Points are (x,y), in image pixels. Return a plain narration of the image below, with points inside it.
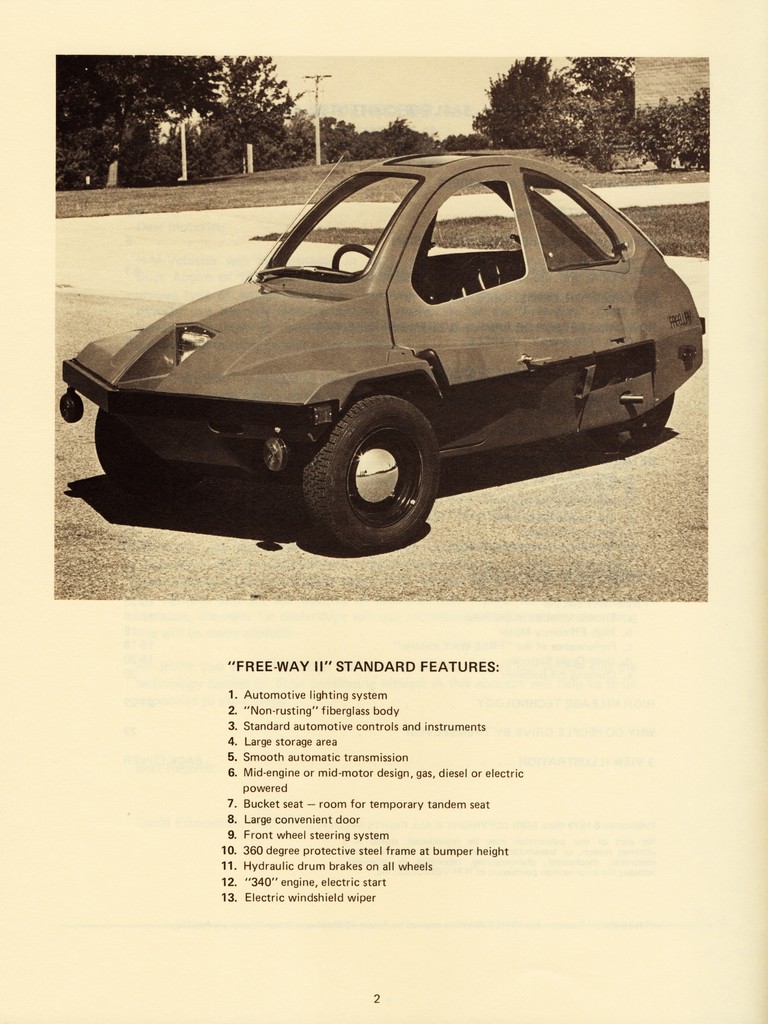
In this picture we can see a car (413,444), behind the car (342,383) trees (296,132) are present. Bottom of the image (345,825) some text (320,835) is written.
